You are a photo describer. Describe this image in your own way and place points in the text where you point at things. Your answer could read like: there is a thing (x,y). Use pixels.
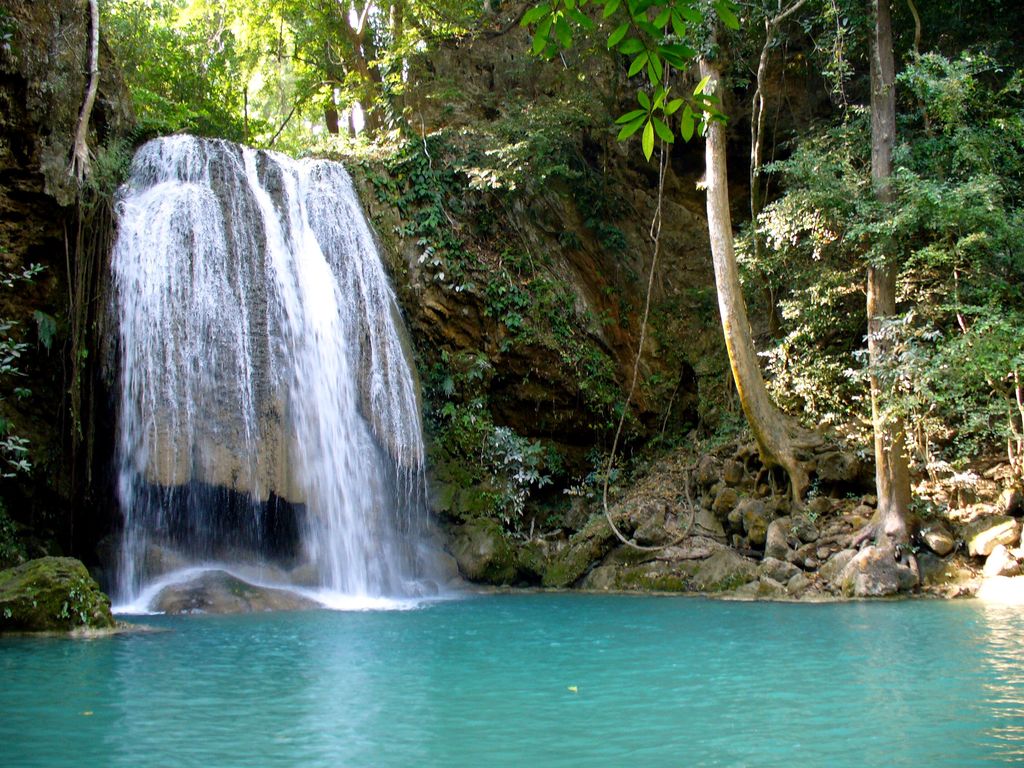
This picture is clicked outside the city. In the foreground (655,674) we can see a water body (452,635). In the center (671,259) we can see the rocks (587,243), trees (984,414), plants (640,113) and a waterfall (227,302). In the background (223,34) we can see the trees (557,35).
